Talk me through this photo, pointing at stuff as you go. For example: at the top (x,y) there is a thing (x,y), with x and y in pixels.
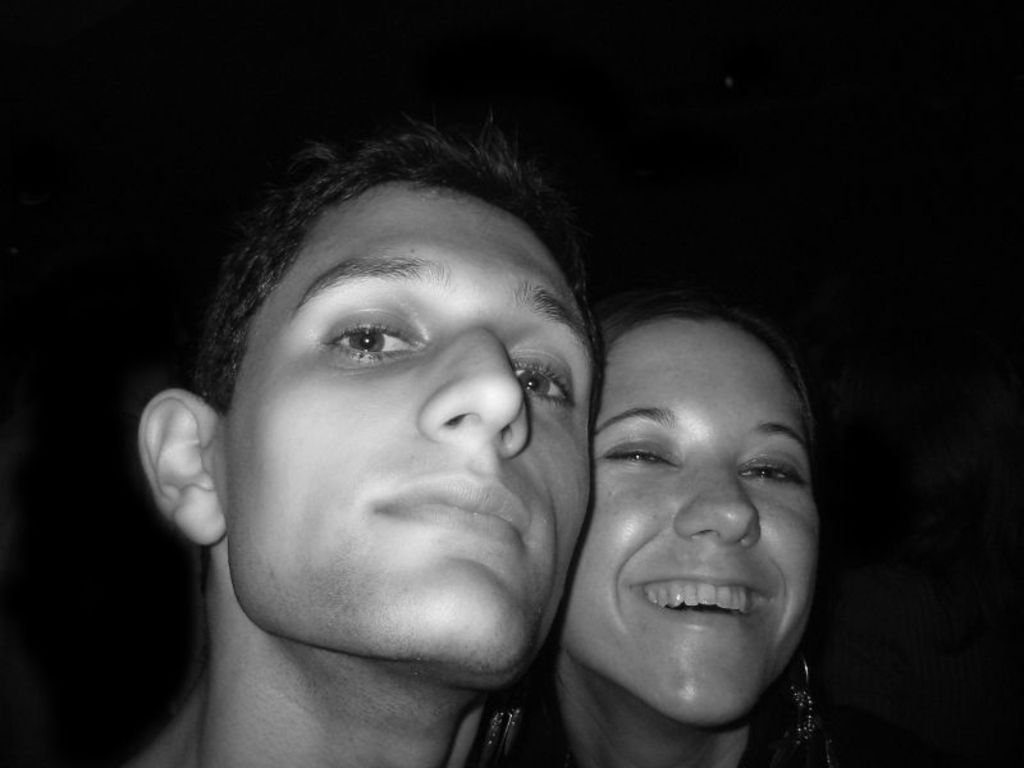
It is a black and white image. In this image there are two persons (555,583).
